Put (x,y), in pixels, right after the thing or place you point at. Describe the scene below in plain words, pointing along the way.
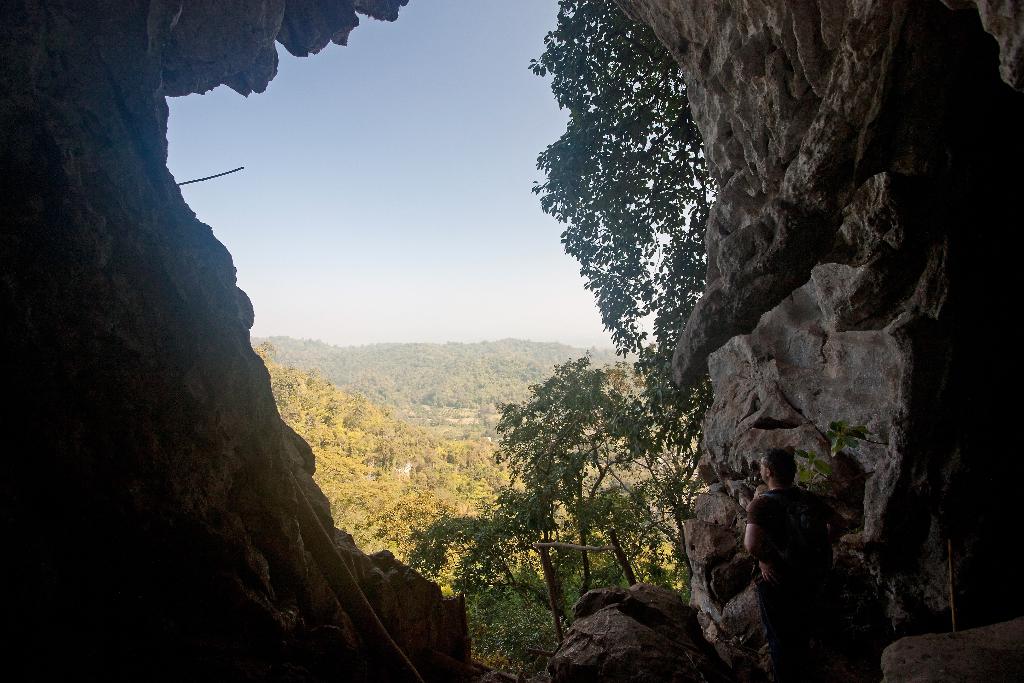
In this image we can see cave (692,554), person (765,524), trees (652,498), hills (393,384) and sky (452,163).
